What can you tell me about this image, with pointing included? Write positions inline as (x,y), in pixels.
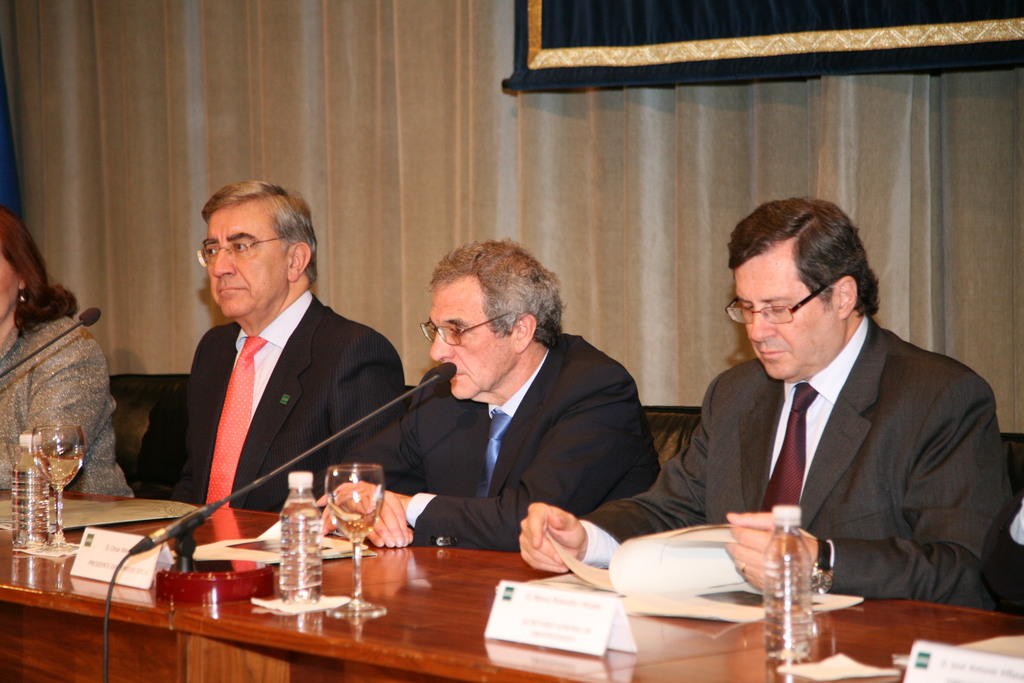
On the background (590,149) we can see curtain (706,154). Here we can see four persons (366,371) sitting on chairs (695,411) in front of a table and on the table (412,561) we can see file (660,581), water glasses (361,516), bottles (306,528), name boards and mike's (190,514).
